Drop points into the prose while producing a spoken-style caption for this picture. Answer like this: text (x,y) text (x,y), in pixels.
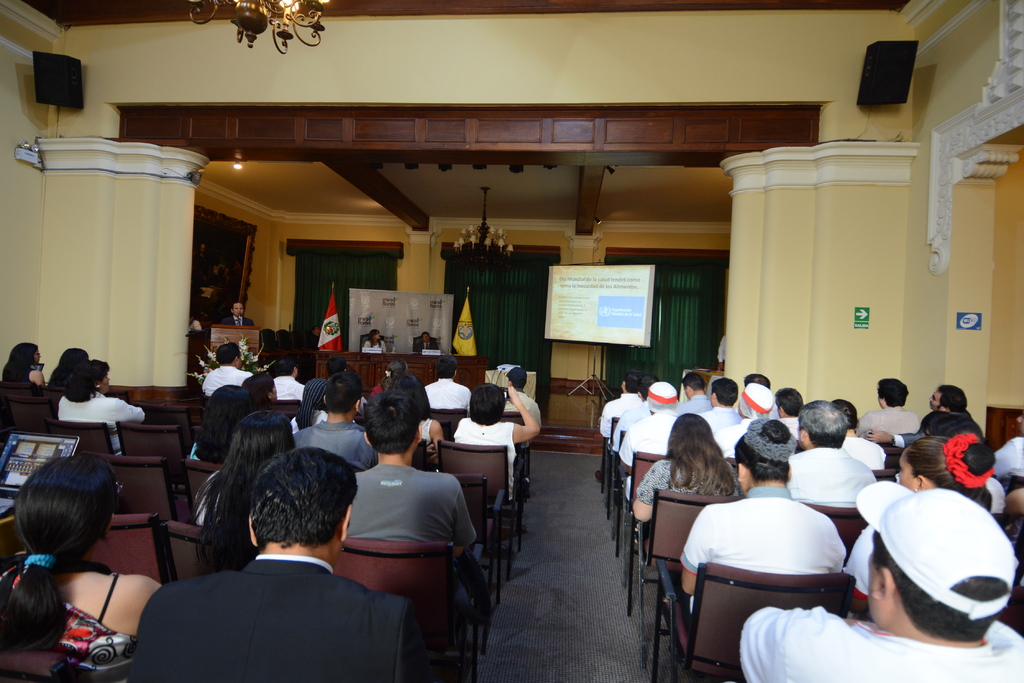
In this image we can see the people (479,433) sitting on the chairs (612,450) which are on the floor (636,599). We can also see the walls (515,239), display screen (650,294), banner (416,314), flags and also the lights (476,232). We can see the curtains (479,278), ceiling (633,214), podium (254,338), table (415,360) and also the stage (563,430). We can also see the sound boxes (893,63).
